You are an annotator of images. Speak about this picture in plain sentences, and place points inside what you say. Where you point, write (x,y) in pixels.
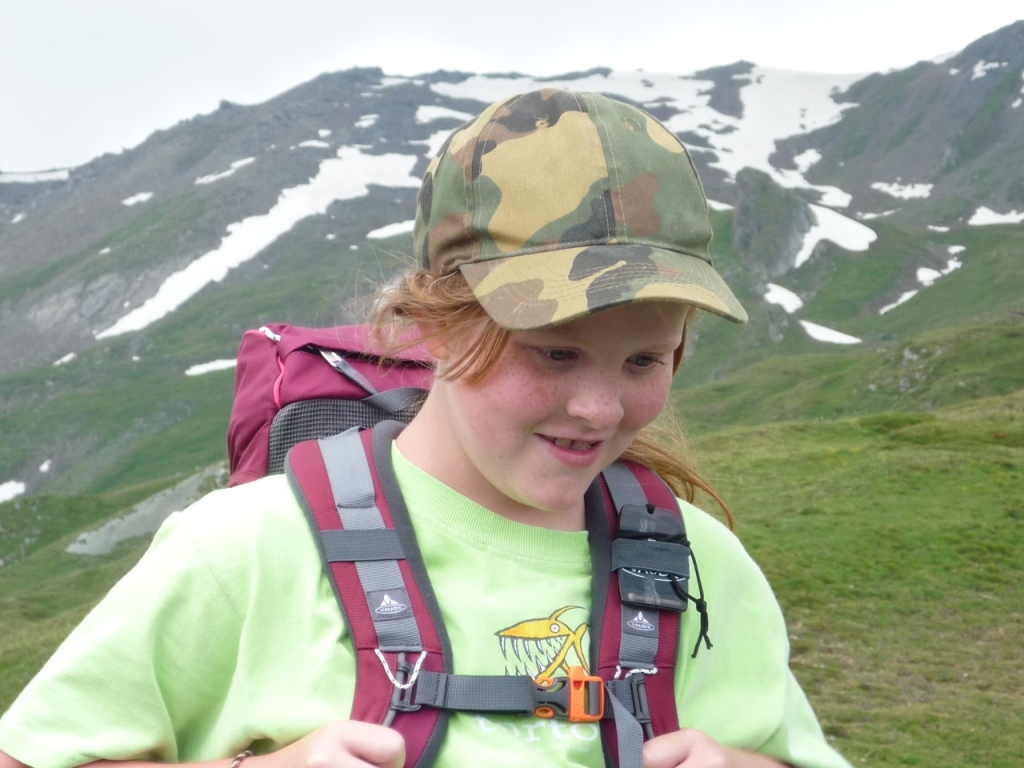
In this picture we can see a person (323,657) carrying a backpack (333,433). Behind the person (458,451) there are hills (827,175), grass (860,420) and the sky (239,51).
